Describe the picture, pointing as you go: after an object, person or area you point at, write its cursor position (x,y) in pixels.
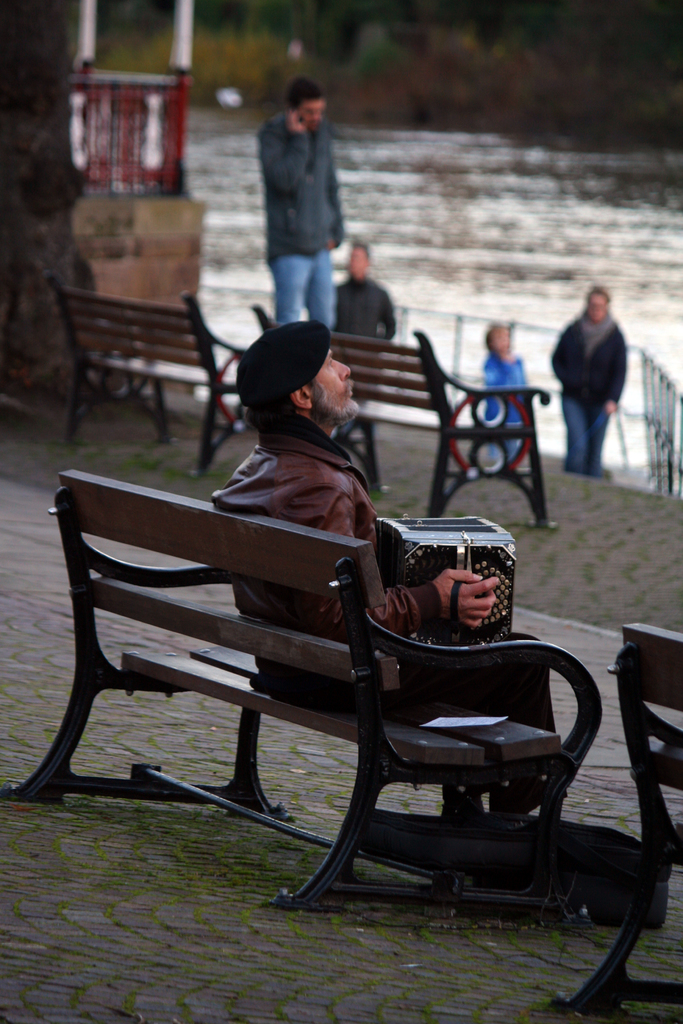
A person (289,481) wearing a jacket (311,483) and cap (295,356) is holding accordion (453,550) and sitting on a bench (329,727). In the background (350,334) there are many benches (444,391), persons (288,259), water (432,221) and a building (128,142).
